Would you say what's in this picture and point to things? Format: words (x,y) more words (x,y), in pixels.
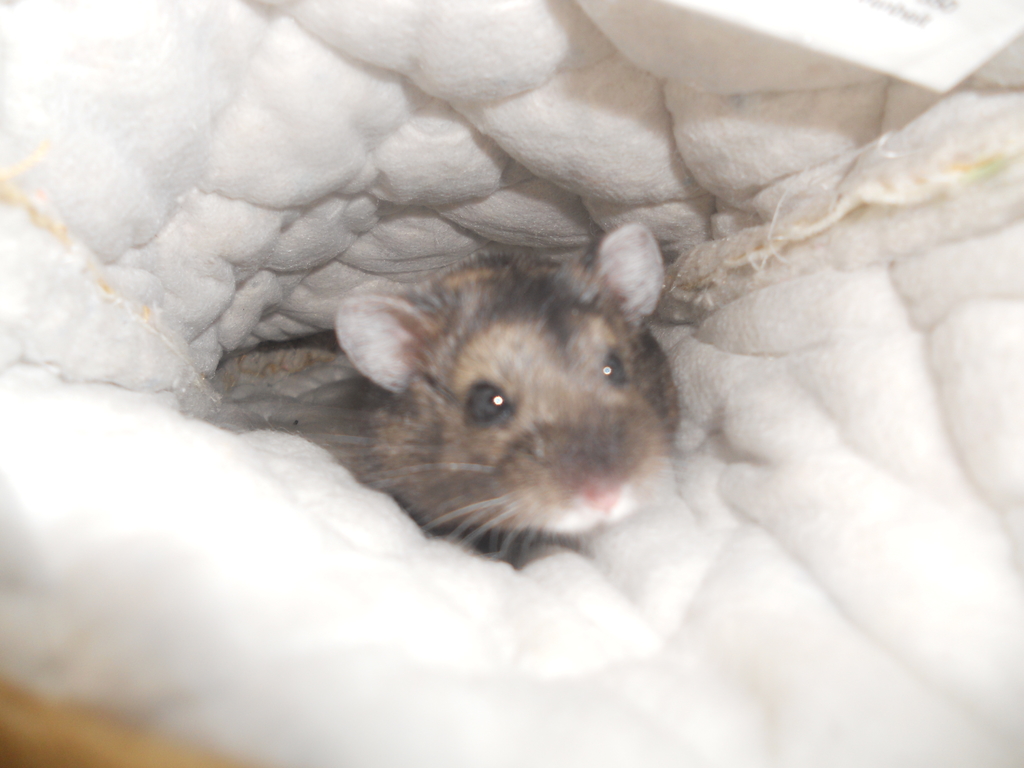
In this picture, in the middle (510,482), we can see a rat (487,503). In the background (803,101), we can also see white color.
